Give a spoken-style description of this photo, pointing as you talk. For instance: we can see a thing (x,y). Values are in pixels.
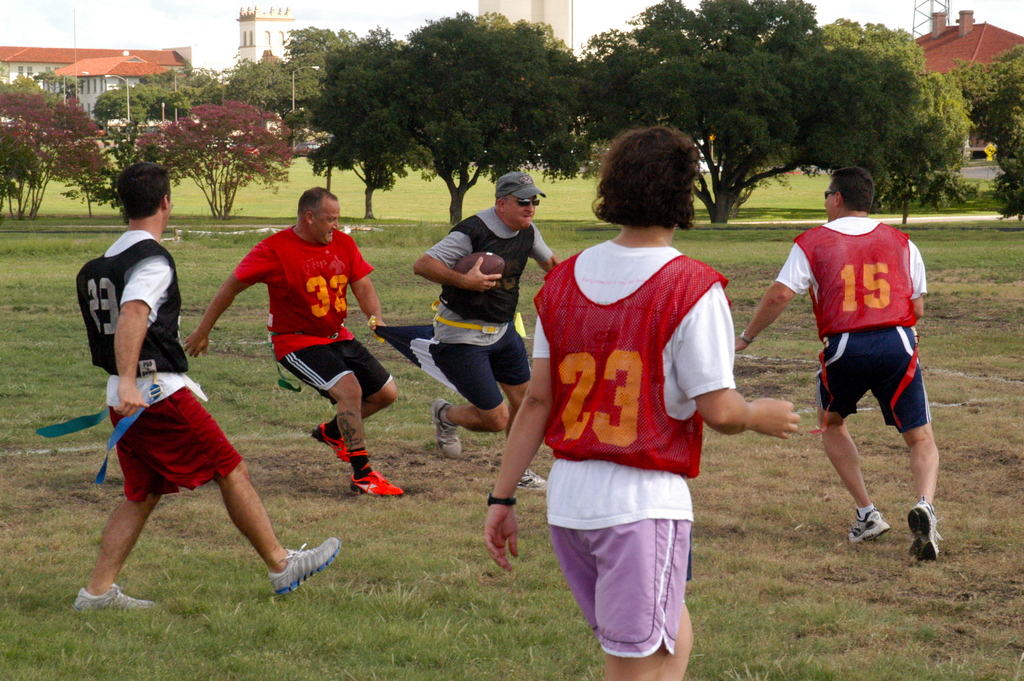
In the picture I can see people (236,499) are playing on the ground (482,530). Here I can see a person (336,288) wearing red color T-shirt (325,339) is pulling the pant (455,363) of the other person (554,263) who is holding a ball (491,256) in his hands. In the background (456,105), I can see trees (513,48), houses (980,29) and the sky (234,40).
